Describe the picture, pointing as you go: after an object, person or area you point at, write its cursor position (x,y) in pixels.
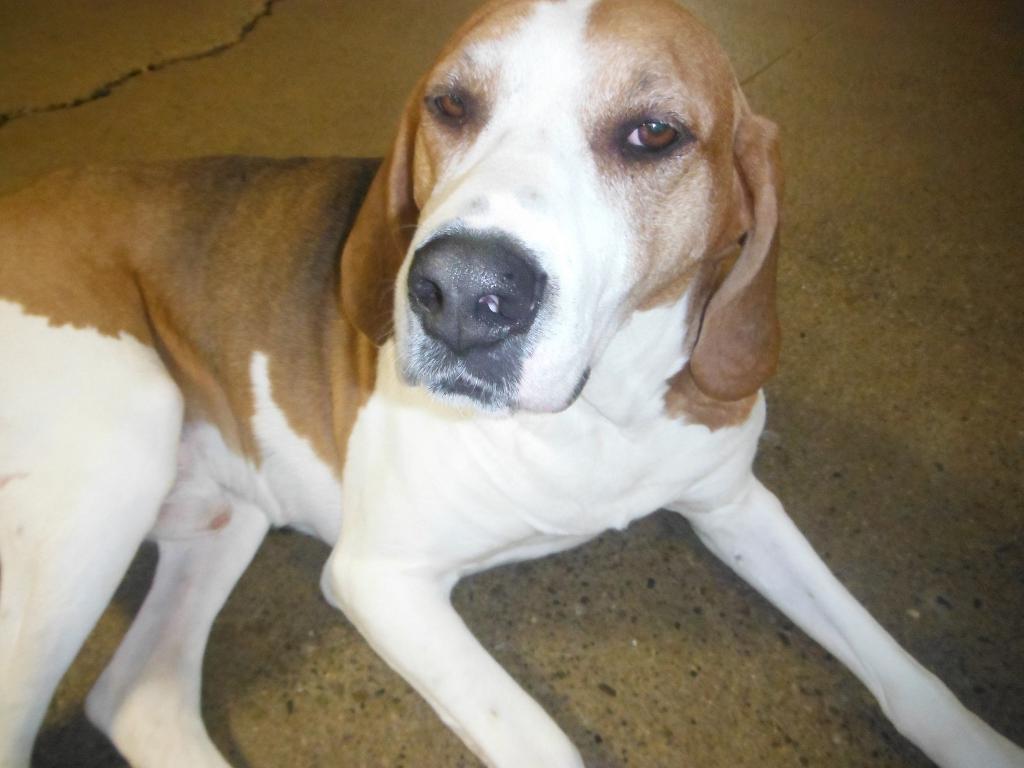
In the picture I can see a dog (258,295) which is in brown and white color is on the floor (930,474).
